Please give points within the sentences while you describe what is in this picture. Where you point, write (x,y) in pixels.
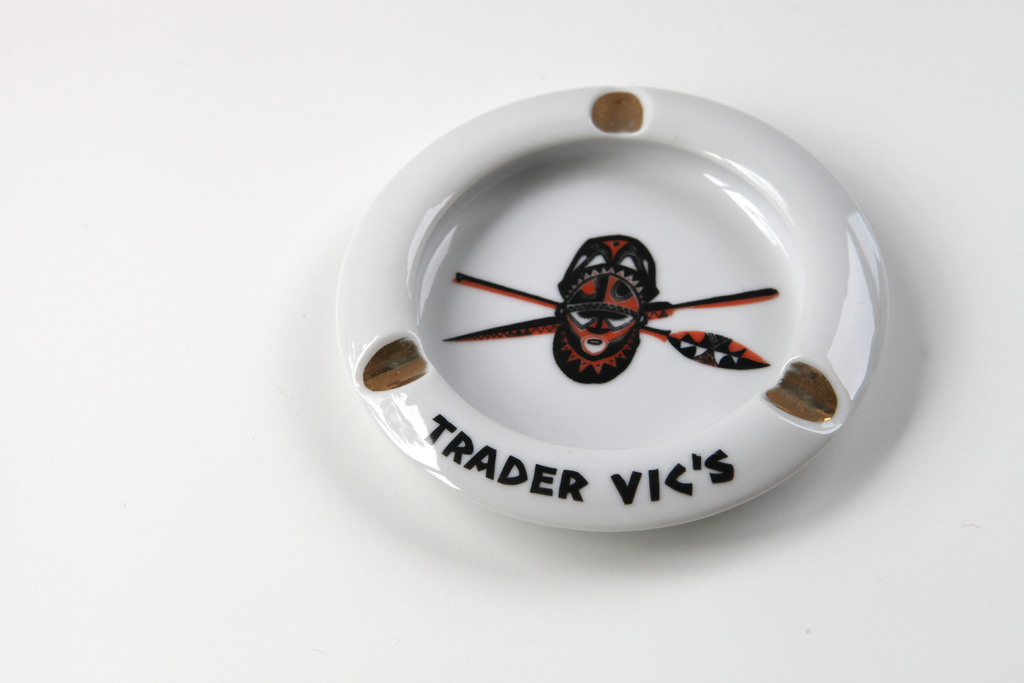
In this image there is a plate (747,365). There is text (520,467) on the plate (394,187). In the center (629,297) there is picture art (597,322). The background (181,134) is white.
